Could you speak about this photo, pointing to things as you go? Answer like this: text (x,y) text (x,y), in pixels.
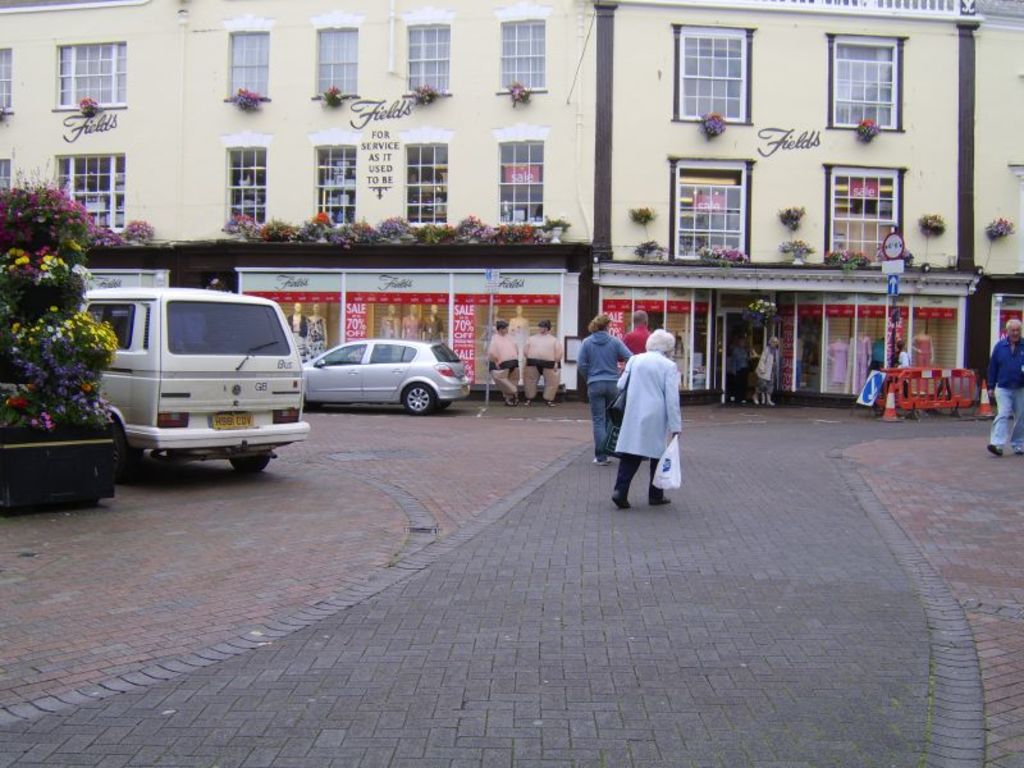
In this image we can see walkway (456,631) through which some persons (648,428) are walking, on left side of the image (170,381) there are some cars (114,318) parked, there are some plants (57,363) and in the background of the image (504,269) there is a building (566,214) on which there are some plants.
